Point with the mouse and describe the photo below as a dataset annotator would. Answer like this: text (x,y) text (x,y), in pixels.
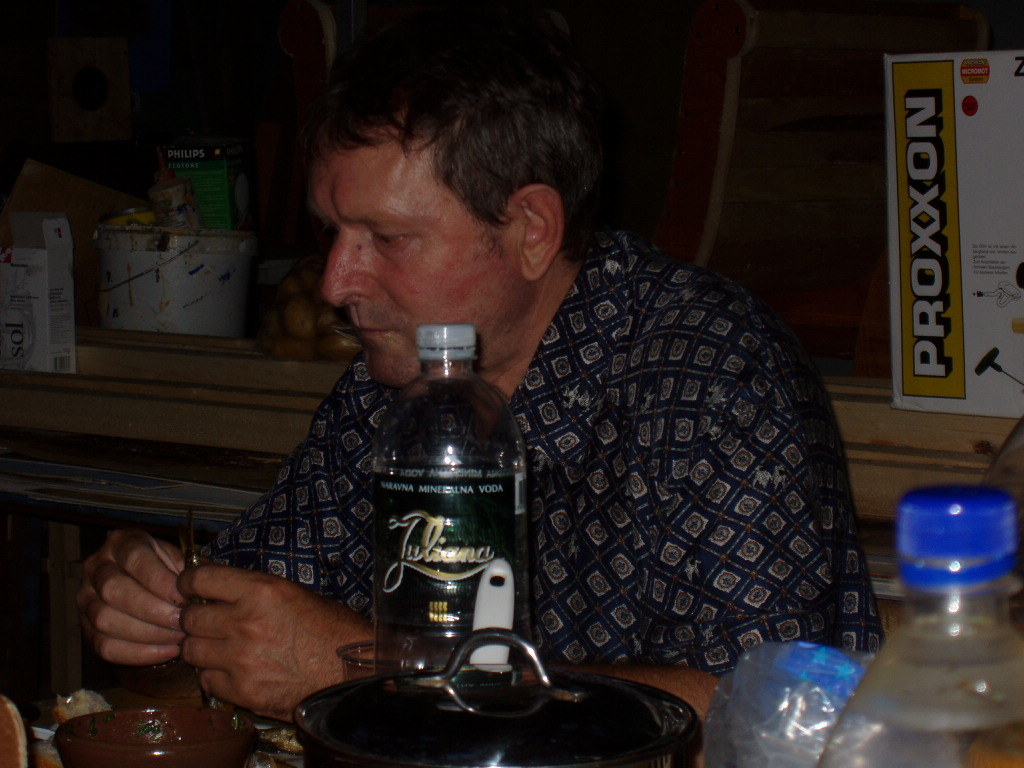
This picture shows a man (739,584) seated and we see a water bottle (407,512) on the table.
